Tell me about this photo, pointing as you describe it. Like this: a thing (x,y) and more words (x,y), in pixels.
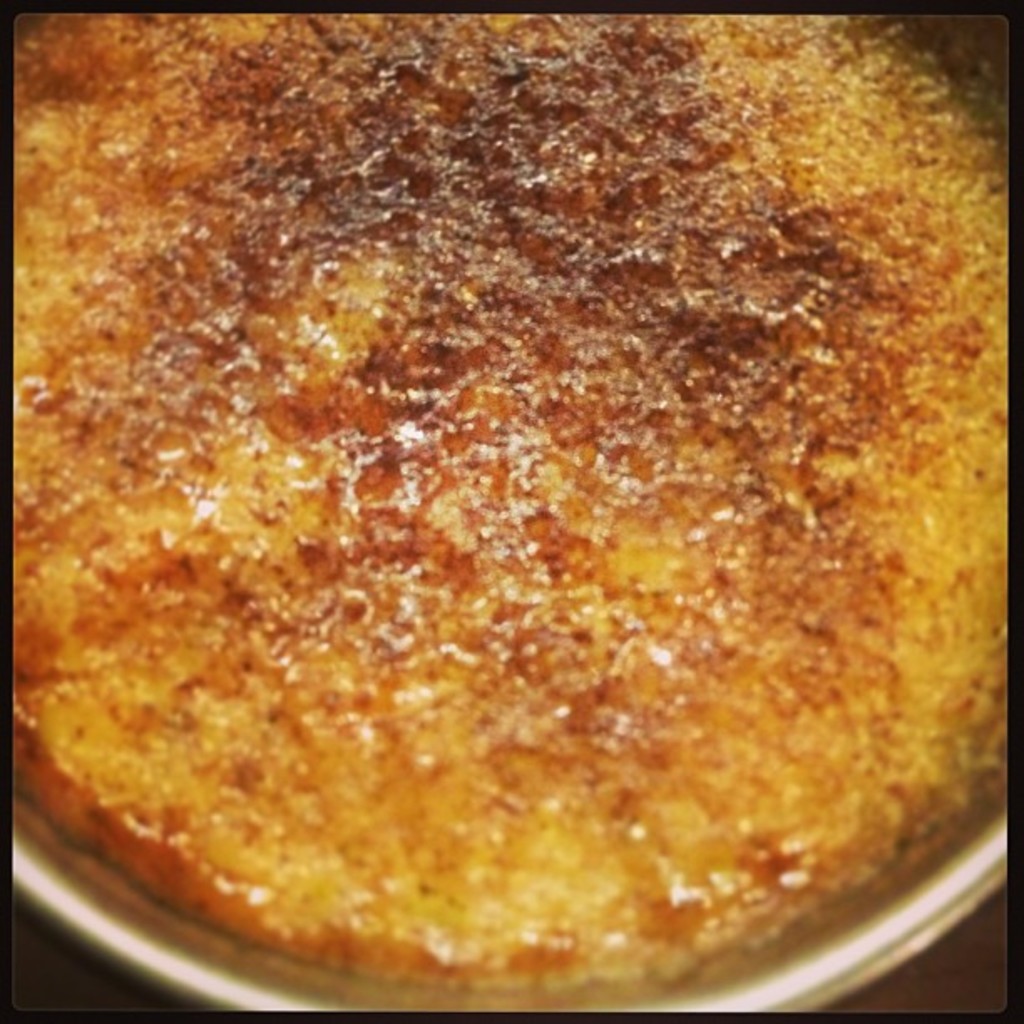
In this image we can see a food item (443,394) on the plate (530,998).
